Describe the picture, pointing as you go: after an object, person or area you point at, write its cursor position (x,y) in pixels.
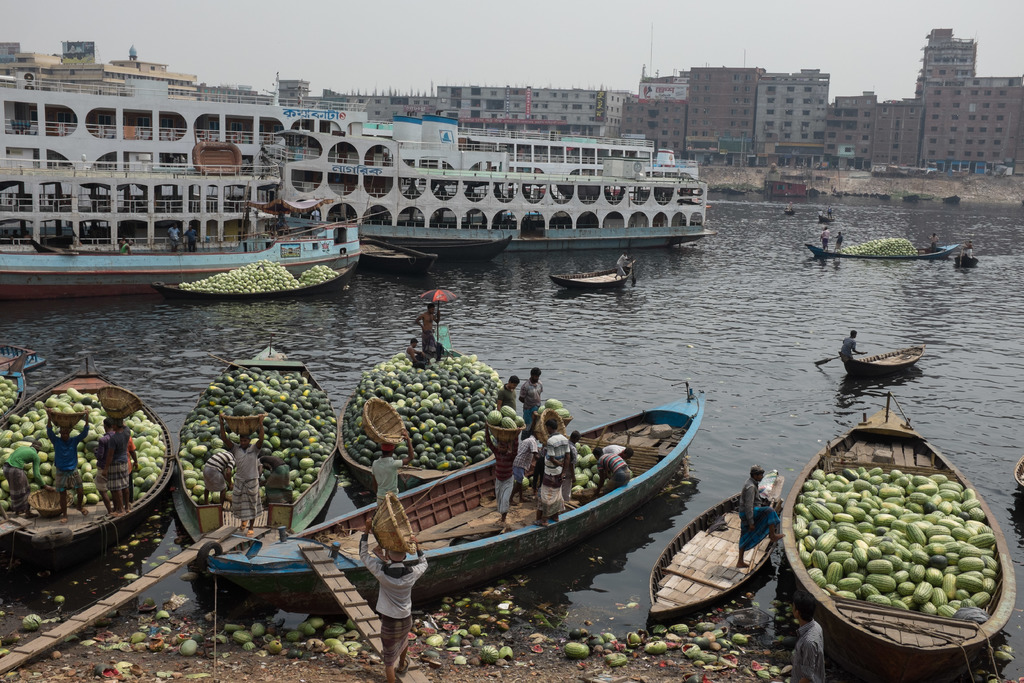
In this picture on the right side (837,639), we can see some boats (1001,589), inside a boat (906,516) there is a watermelon (976,538), we can also see a man (752,480) standing on the boat (761,545). In the middle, we can see a person (408,594) walking on the bridge (331,579), we can also see some boats (533,505), group of people (530,441). On the left side (125,505), we can also see some boats (138,506), group of people (122,447). In the background (240,183), there are some ships (434,229), buildings (782,127), windows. On top (838,29) there is a sky (668,70), at the bottom (148,517) there is a water (728,296).
